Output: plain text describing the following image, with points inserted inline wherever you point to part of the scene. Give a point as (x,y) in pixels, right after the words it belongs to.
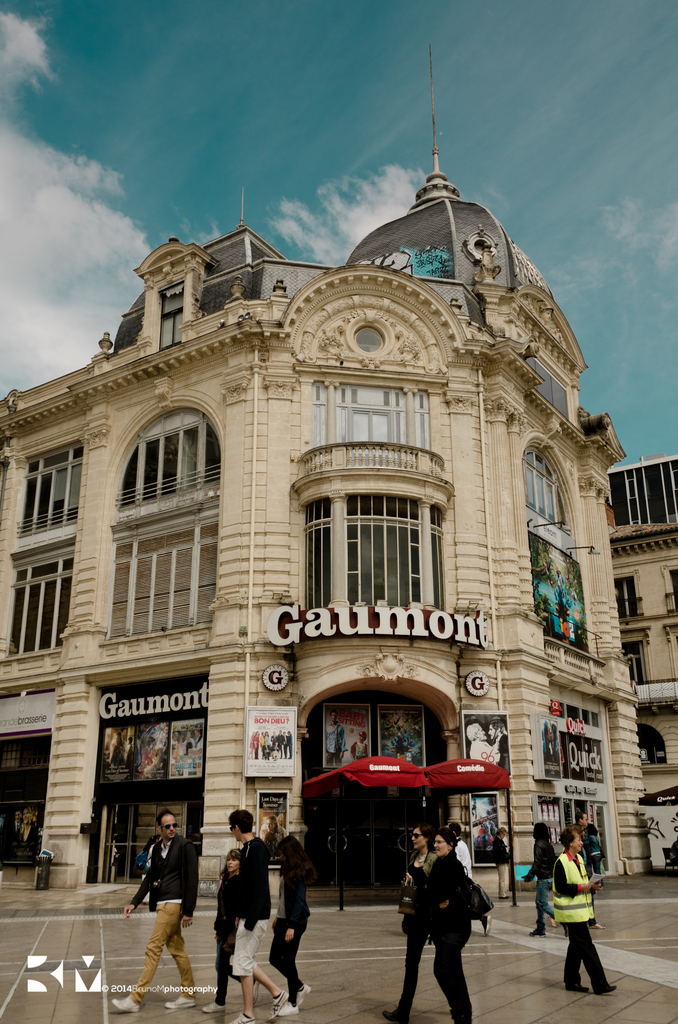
In this image I can see a building (360,544) I can see its doors (355,869), windows (383,545), a title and some banners (271,720) or boards (546,766) with some text (412,612). At the bottom of the image (289,867) I can see some people (577,858) standing and walking on the road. At the top of the image (245,40) I can see the sky (191,11).
